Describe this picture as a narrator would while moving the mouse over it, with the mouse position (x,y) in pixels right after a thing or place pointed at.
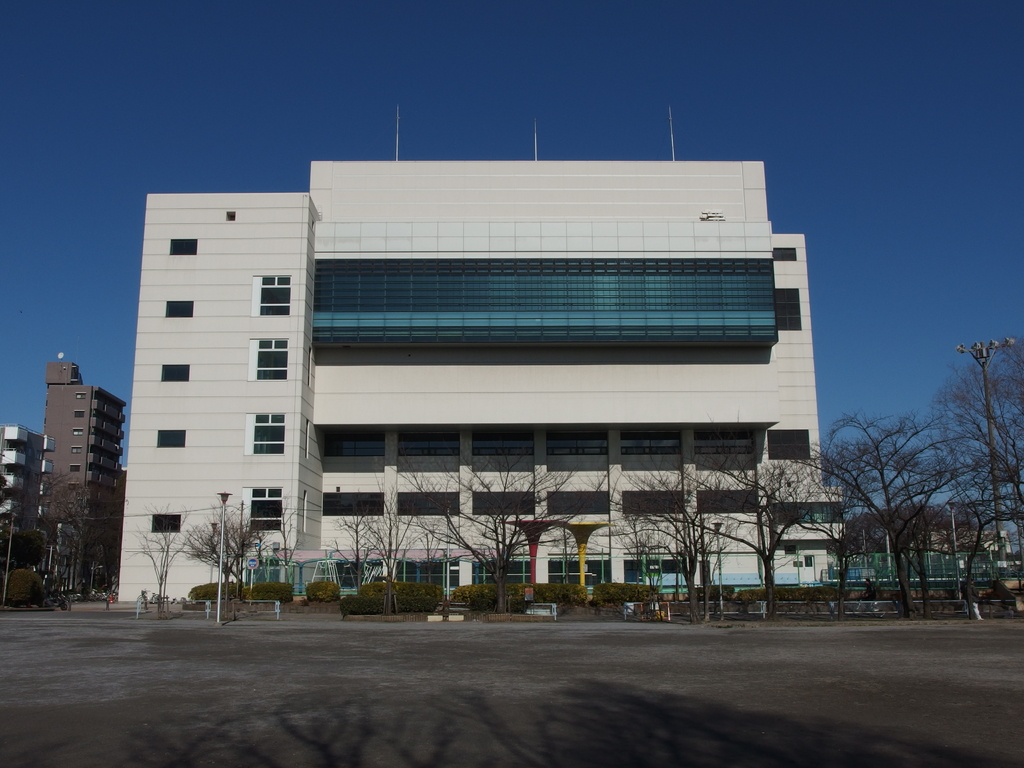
In this image we can see buildings (138,419), trees (986,521), plants (400,598), street light (991,345) and road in front of the building (341,577) and a sky (154,125) in the background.
